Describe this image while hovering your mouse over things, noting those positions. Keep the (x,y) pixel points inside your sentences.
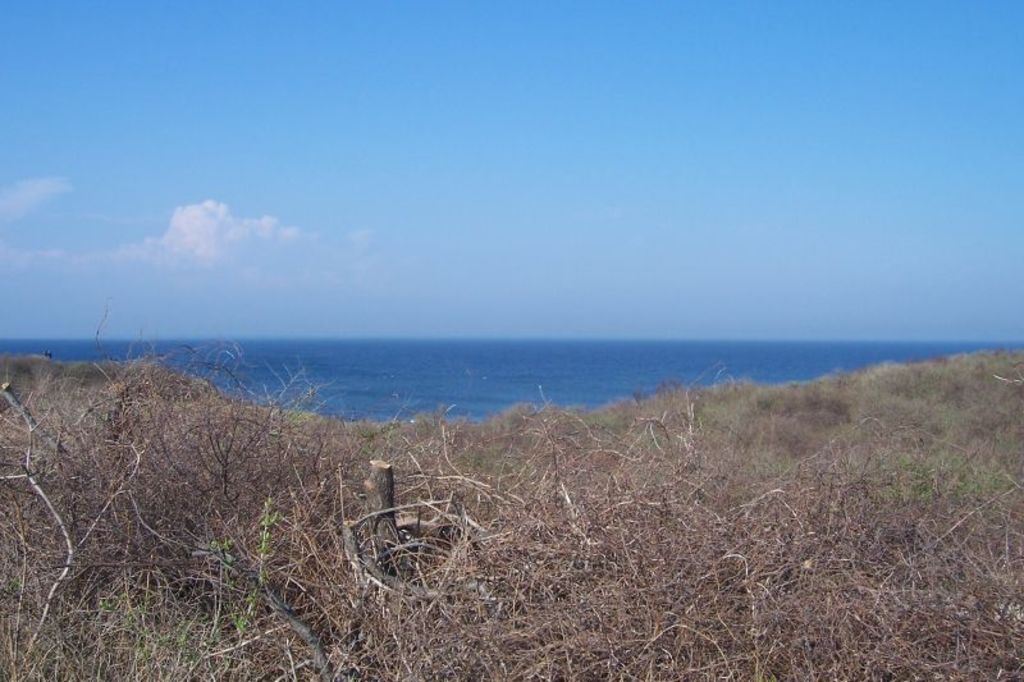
In the picture we can see a dried grass (159,578) and behind it, we can see the water (446,374), which is blue in color and in the background (212,261) we can see a sky (236,241) with clouds (227,245).
